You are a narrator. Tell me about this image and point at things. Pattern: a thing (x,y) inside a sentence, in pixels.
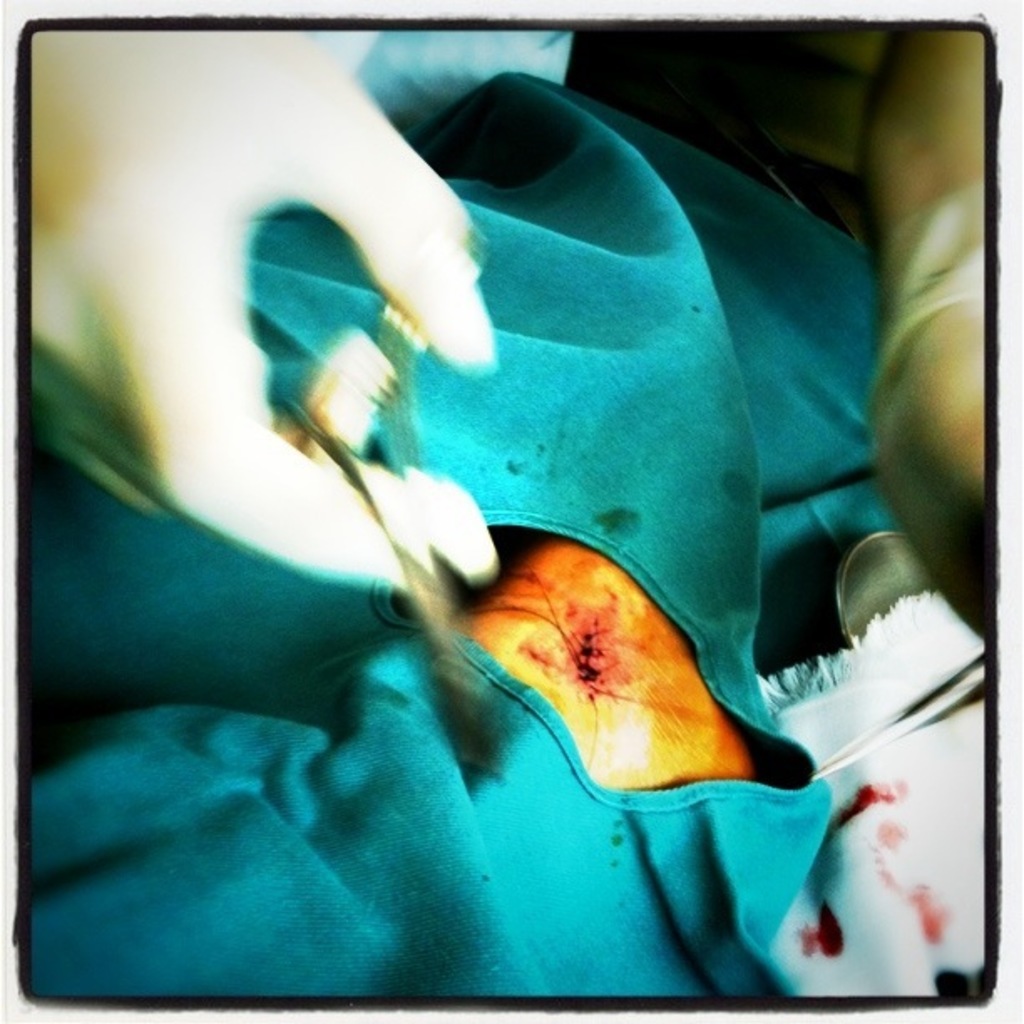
In this image I can see a person (352,508) is holding scissors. In front (388,717) I can see a body (583,753) and green cloth (726,348) is covered. I can see a white cloth (928,756) and red dots (824,944) on it.
